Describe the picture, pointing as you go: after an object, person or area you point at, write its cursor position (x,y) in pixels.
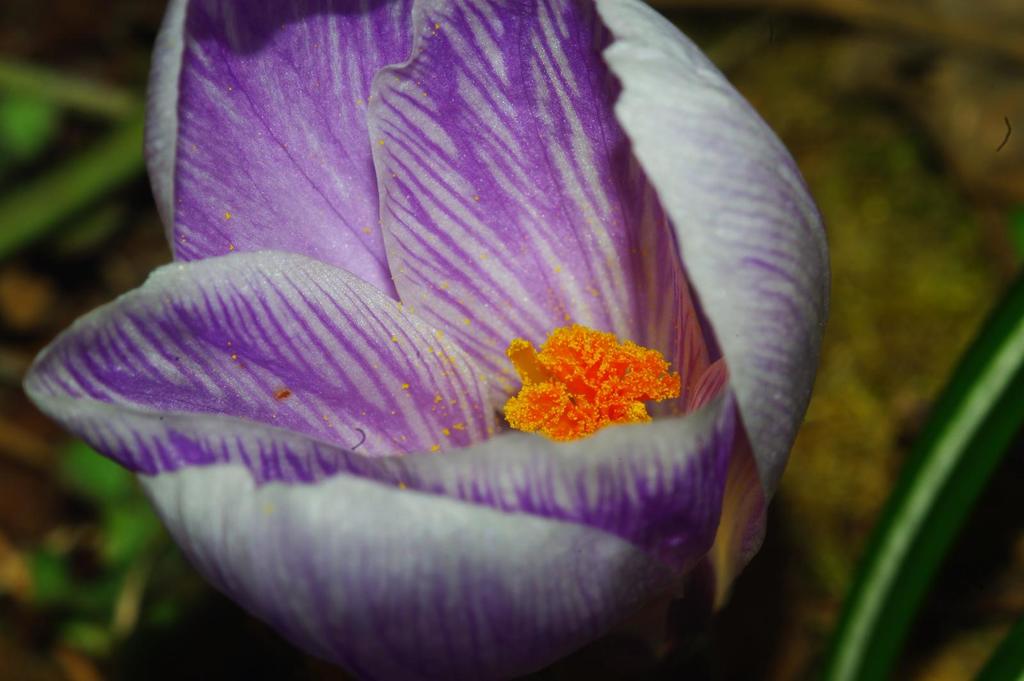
In this image we can see a colorful flower (551,381). We can see the leaves (29,198) in the background (1010,298).
